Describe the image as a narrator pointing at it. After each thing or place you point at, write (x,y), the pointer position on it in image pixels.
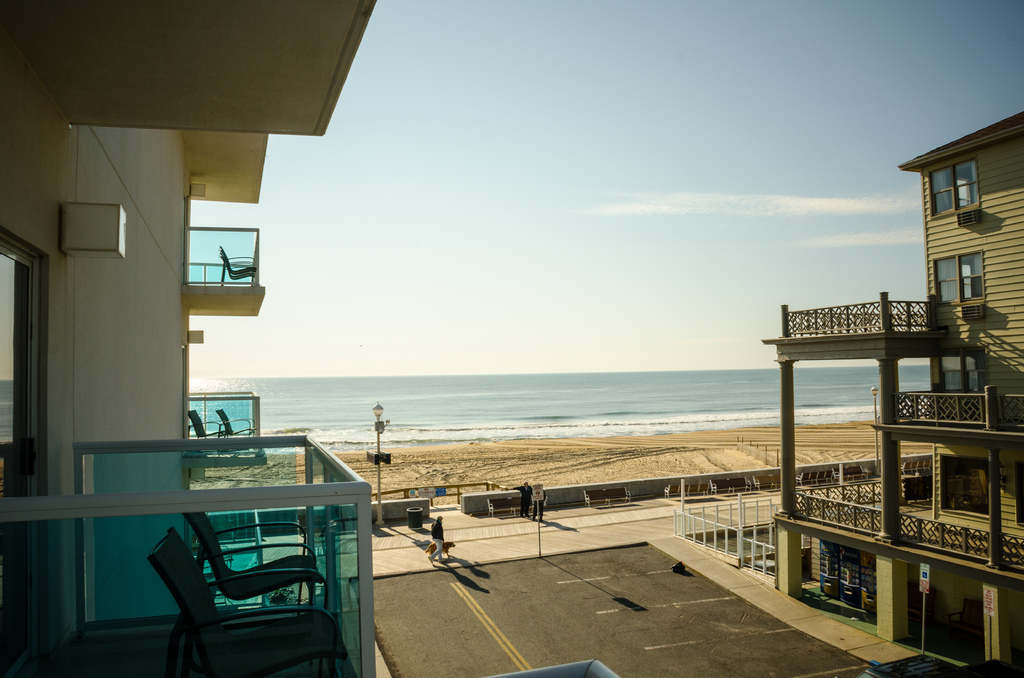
In this picture we can see few buildings (133,535), poles (535,498) and chairs (194,563), and also we can see group of people (523,502), in the background (542,389) we can see water (724,389).
